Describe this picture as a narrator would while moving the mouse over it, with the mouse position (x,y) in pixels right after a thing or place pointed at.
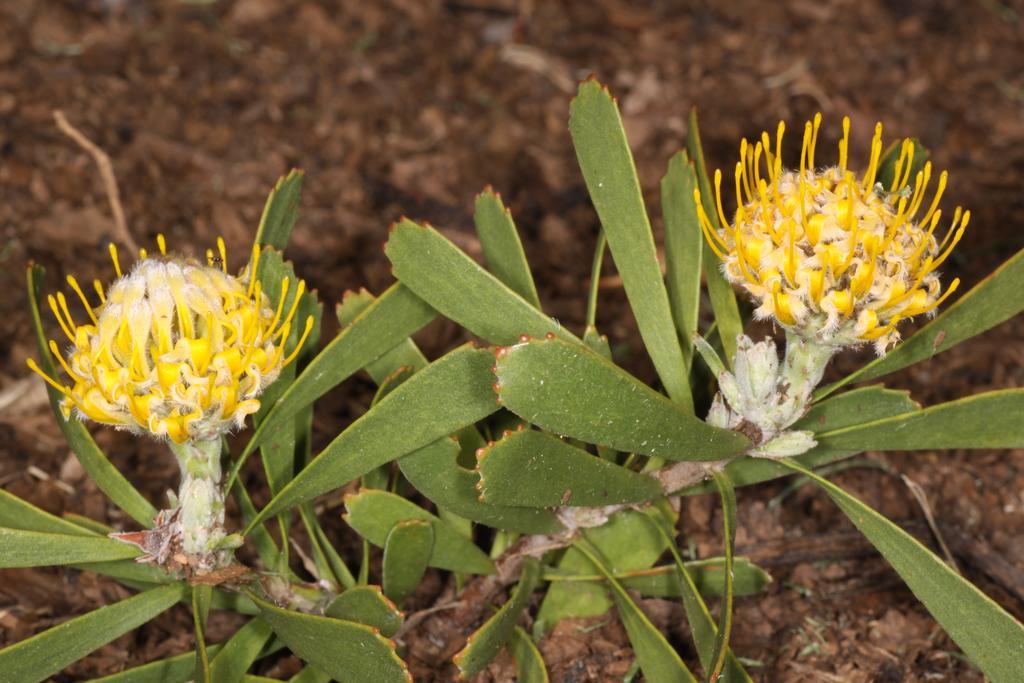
In this image we can see flower buds (280,365) and a plant (47,538). In the background of the image (793,500) there is the ground (654,85).
